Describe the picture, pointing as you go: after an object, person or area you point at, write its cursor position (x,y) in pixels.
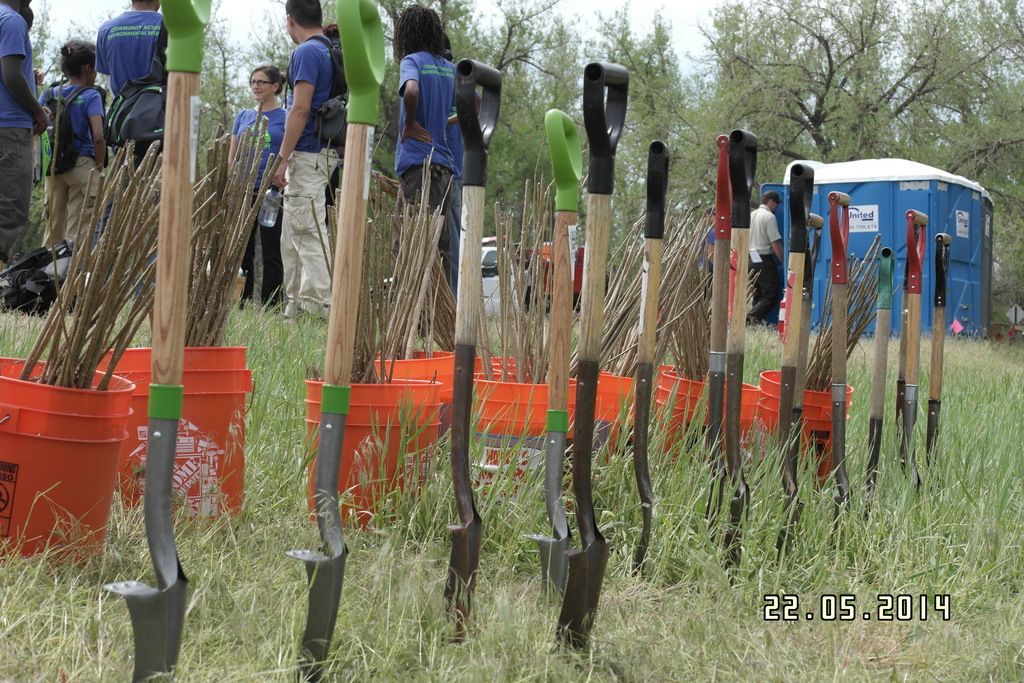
In this picture I can see there are few buckets (74,442) placed at left (47,403), there are few sticks (233,235) placed in bucket (95,493) and there are few tools (160,232) placed here and there is grass (722,518) on the floor (878,549) and there are a group of people (314,178) standing here. There is a object (923,189) placed on to right (900,200) and there are few trees (41,208) in the backdrop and there is a blue color object (899,186) and the sky (737,27) is clear.
